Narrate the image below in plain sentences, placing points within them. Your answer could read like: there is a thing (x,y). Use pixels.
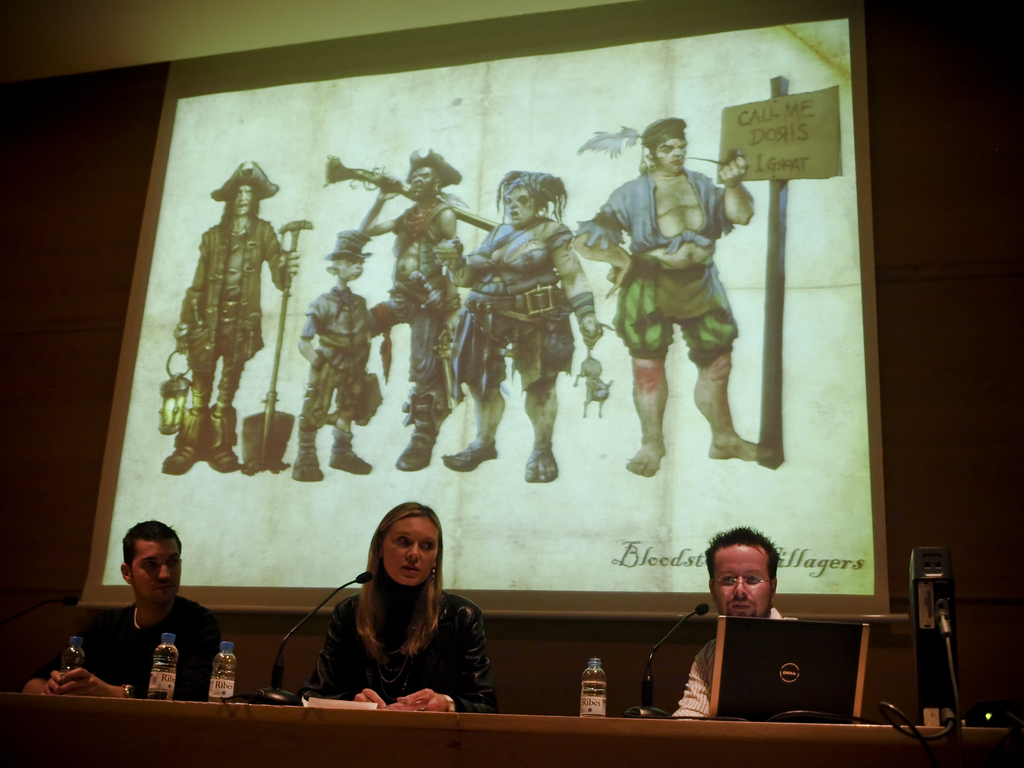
In this picture we can see there are three persons (189,610) sitting. In front of the people (355,599) there is a table (219,724) and on the table (219,724) there are bottles (582,696), a laptop (739,685), cable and microphones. Behind the people (366,618) there is a projector screen (370,319) and a wall (48,296).
